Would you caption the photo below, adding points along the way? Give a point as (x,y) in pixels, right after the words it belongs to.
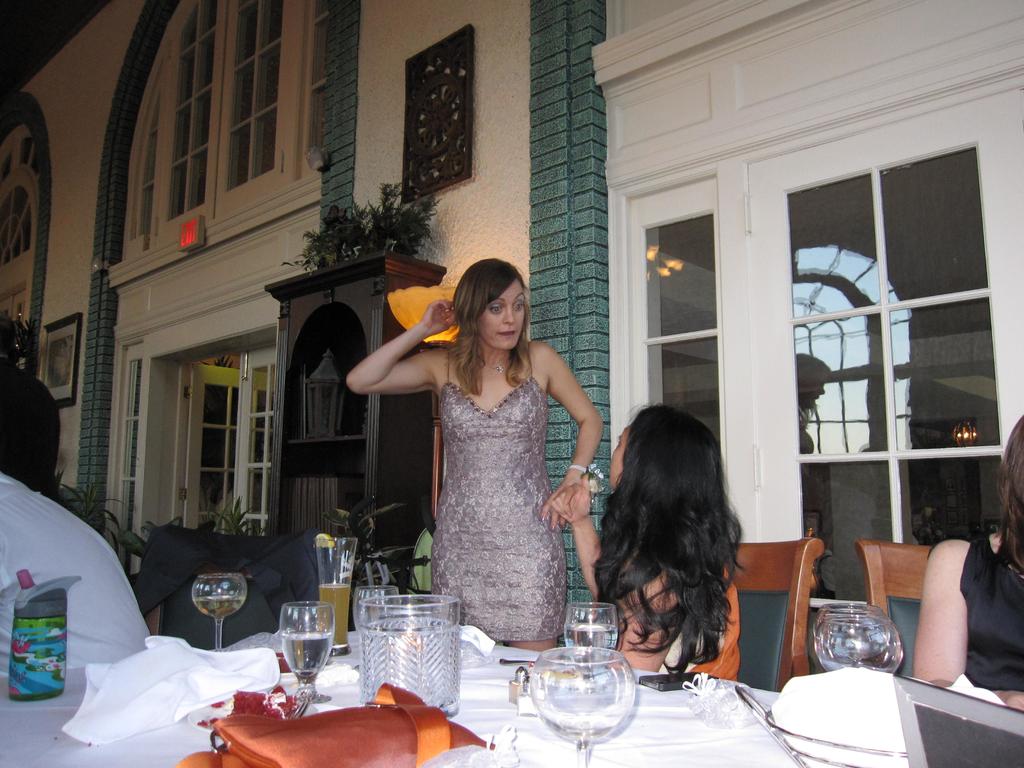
This is a image of a woman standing and another woman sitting in the chair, another woman (926,587) sitting in the chair (908,640) and in the table (173,746) there is glass jar (429,659), some glasses (335,637), 1 pouch (348,729), tissues (237,659), napkins (217,662) and at the back ground (909,2) there is a big building (274,358) with a door (261,357), window (191,194), plant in the cupboard (289,496) and a wooden frame (407,193) attached to the building (305,203) and an exit board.
